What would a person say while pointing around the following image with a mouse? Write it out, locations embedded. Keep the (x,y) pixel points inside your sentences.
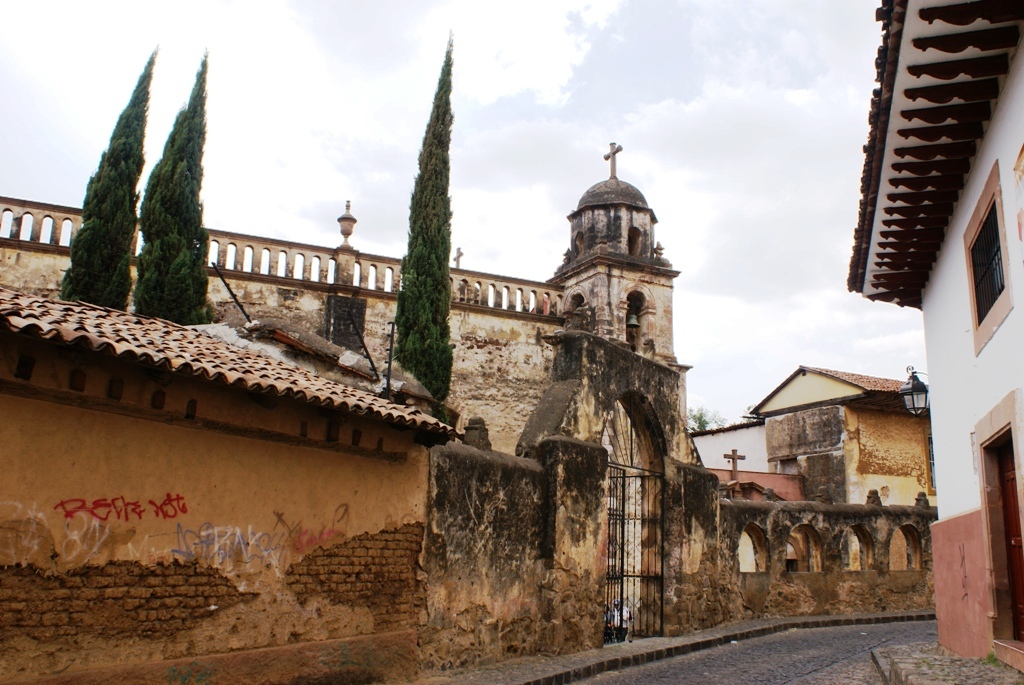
In this image I can see buildings (960,284) and windows (971,246). In front (617,477) I can see black color gate (628,574) and trees (439,278). We can see a light (922,390). The sky (693,102) is in blue and white color.
